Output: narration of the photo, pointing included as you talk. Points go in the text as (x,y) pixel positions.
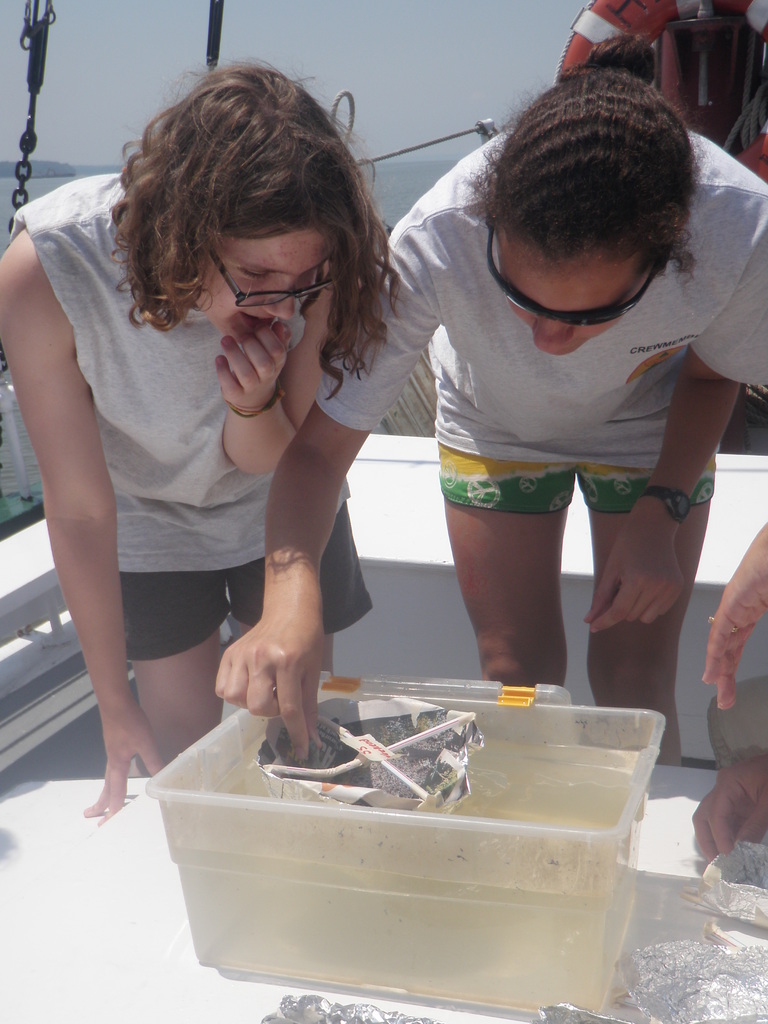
At the bottom of the picture (155,874), we see a white table (141,917) on which a plastic tub (443,914) containing water (509,763) is placed. Beside that, we see two women (305,275) are standing. She is trying to hold something. They might be standing in the boat (426,433). In the background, we see water (381,206) and hills (27,169). At the top of the picture (311,60), we see the sky (347,66).
